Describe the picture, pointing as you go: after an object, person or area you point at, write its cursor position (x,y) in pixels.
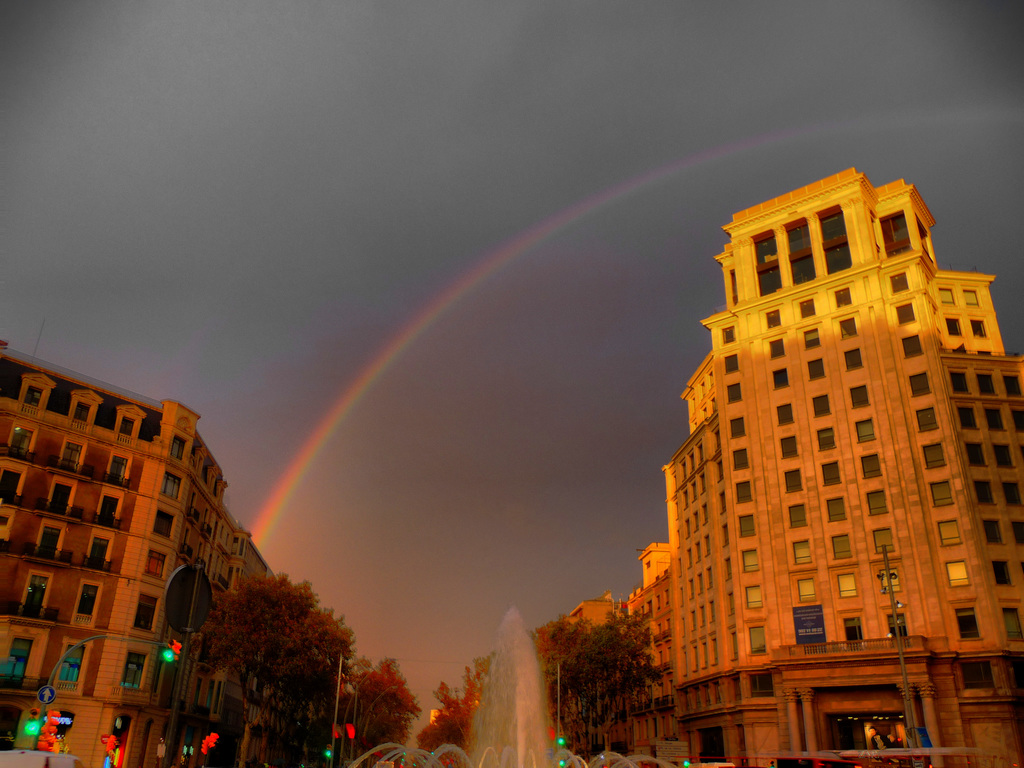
This picture shows few buildings (190,673) and we see trees (475,680) and a water fountain (582,767) and few lights (169,662) and a electrical pole (898,642) and we see a rainbow (425,328) and a cloudy Sky (451,266).
